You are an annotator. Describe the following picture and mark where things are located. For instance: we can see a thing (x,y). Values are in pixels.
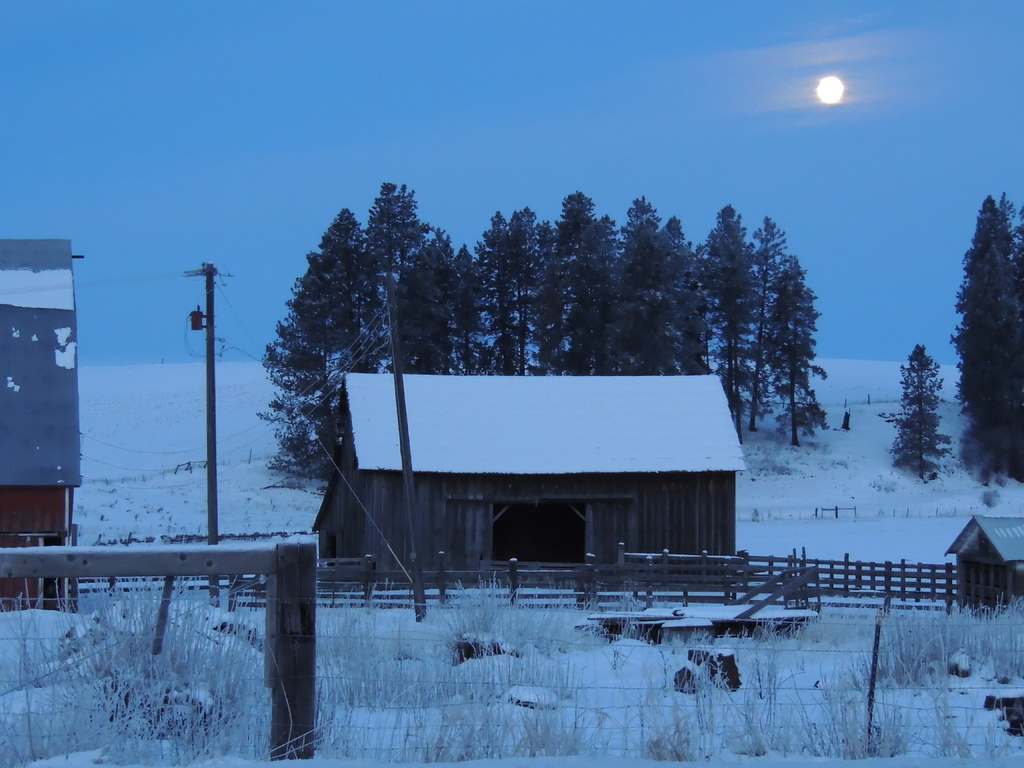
In the center of the image (381,478) we can see a house (566,528) which is covered with snow (637,449) and also we can see a door (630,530). In the background of the image (1021,443) we can see the trees (1017,460), houses (31,370), fence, plants (159,701), pole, wires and snow (544,665). At the top of the image (512,181) we can see the moon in the sky (1003,123).
